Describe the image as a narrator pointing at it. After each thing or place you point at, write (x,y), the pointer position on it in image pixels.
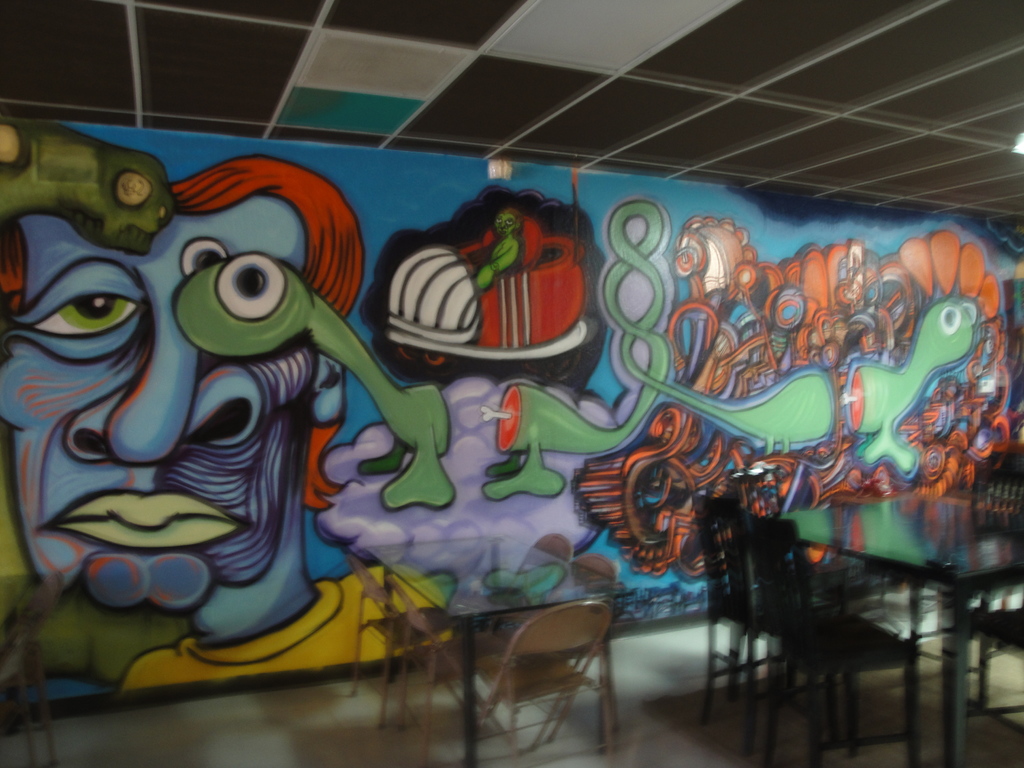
In this picture we can see few tables (1002,558) and chairs (844,624), beside to the tables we can find painting (609,274) on the wall (531,339).
